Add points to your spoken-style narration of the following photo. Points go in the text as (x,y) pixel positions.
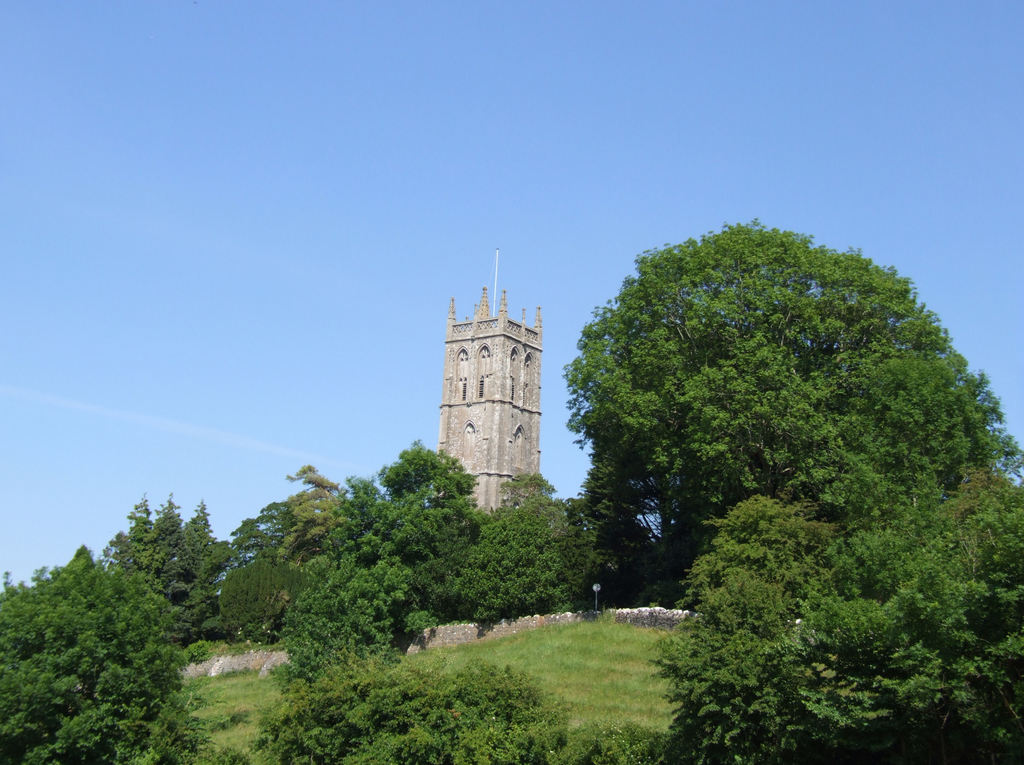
In this image I can see grass (474,654) and number of trees (558,593) in the front (471,618). In the background (502,376) I can see a building (467,350) and the sky (485,270).
